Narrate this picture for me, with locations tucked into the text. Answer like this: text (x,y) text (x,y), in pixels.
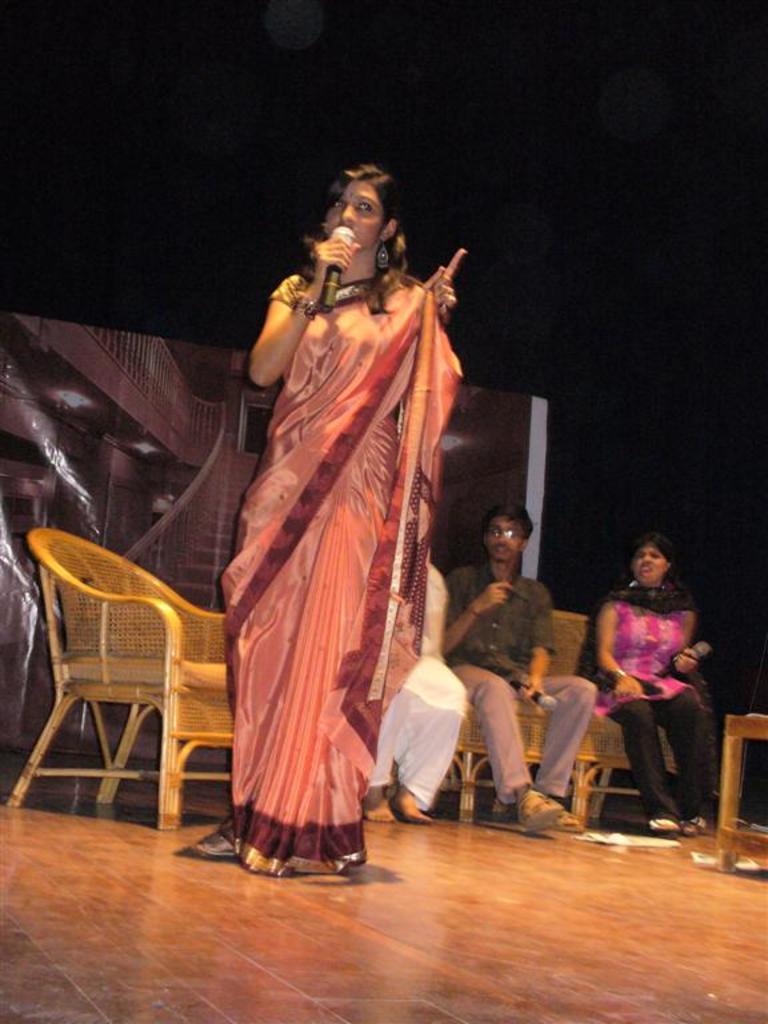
In this image, woman (342,490) in a saree (337,466) is standing. She hold a microphone (331,288) on his hand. There is a floor (369,954). The background (681,724), few peoples (606,703) are sat on the sofa (598,732). Here there is a chair (126,665). At the background (151,510), we can see a banner (157,484). The right side (730,800), we can see a wooden table (728,791).
